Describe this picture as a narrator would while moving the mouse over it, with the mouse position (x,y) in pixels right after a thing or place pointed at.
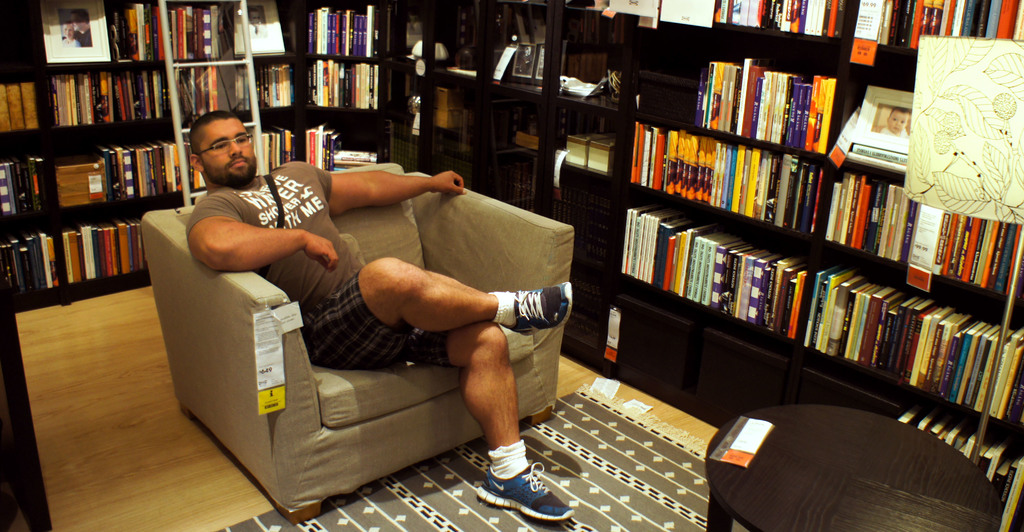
This picture is clicked in a room (560,406). The room (121,280) is filled with the books (763,130). In the center (560,301) there is a sofa (569,233) and a person (514,410) is sitting on it. Towards the right bottom (926,481) there is table (712,496).
